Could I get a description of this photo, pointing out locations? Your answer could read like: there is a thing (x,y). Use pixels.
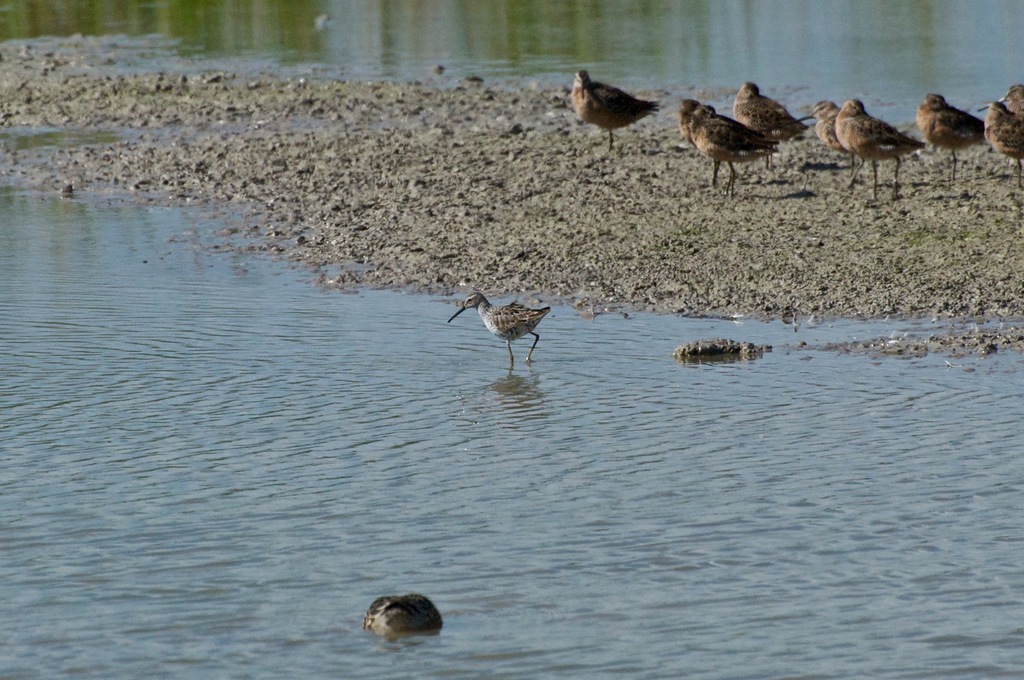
In this picture, we can see water (444,569), ground (665,200), a few birds (887,135), and some object (388,609) in water (419,590).
